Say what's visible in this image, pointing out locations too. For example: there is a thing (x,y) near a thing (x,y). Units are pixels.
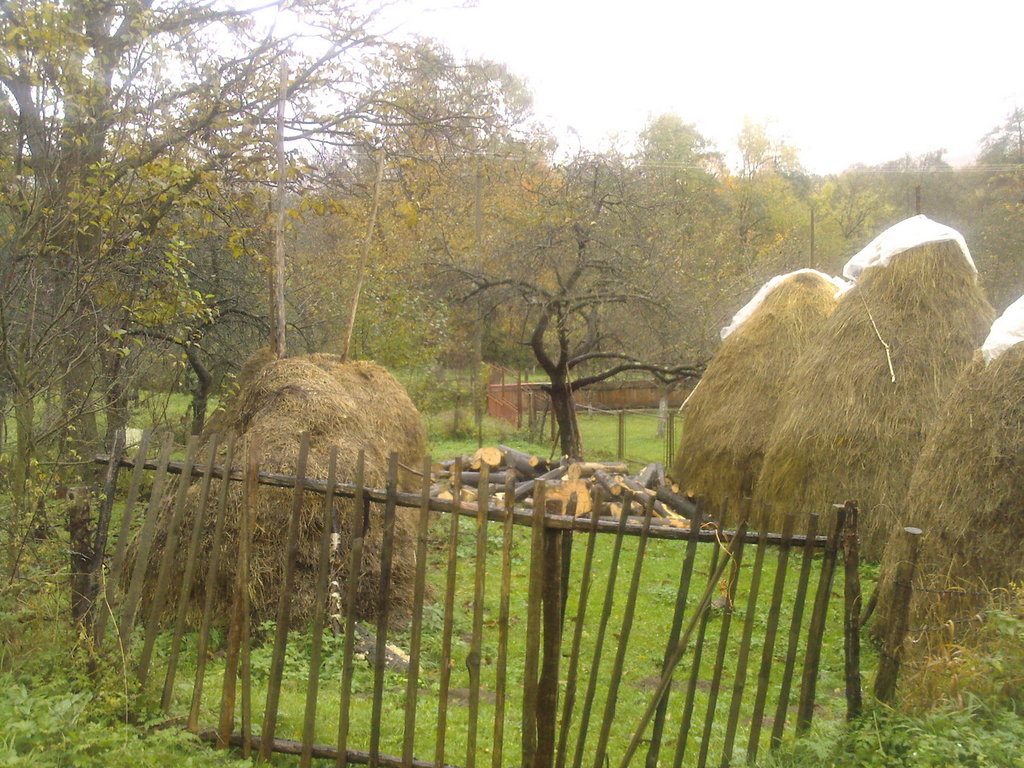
In this image I can see a wooden gate (843,513) in the front (565,581). In the centre of this image (348,377) I can see few things (1022,561) and on it I can see few white colour clothes (964,245). In the background (978,227) I can see number of trees (423,280), grass ground (432,546) and on the ground (588,436) I can see number of wooden things (637,480).
